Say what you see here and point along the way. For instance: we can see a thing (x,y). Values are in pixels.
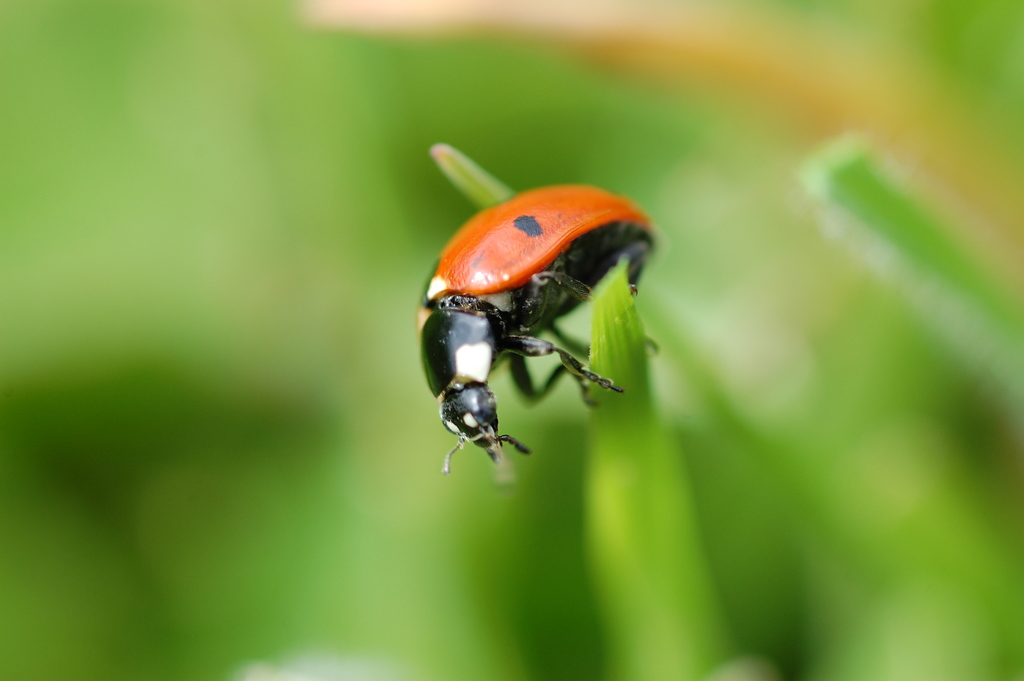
In the center of the image (506,294) we can see a bug (516,354) on the leaf (609,365).
